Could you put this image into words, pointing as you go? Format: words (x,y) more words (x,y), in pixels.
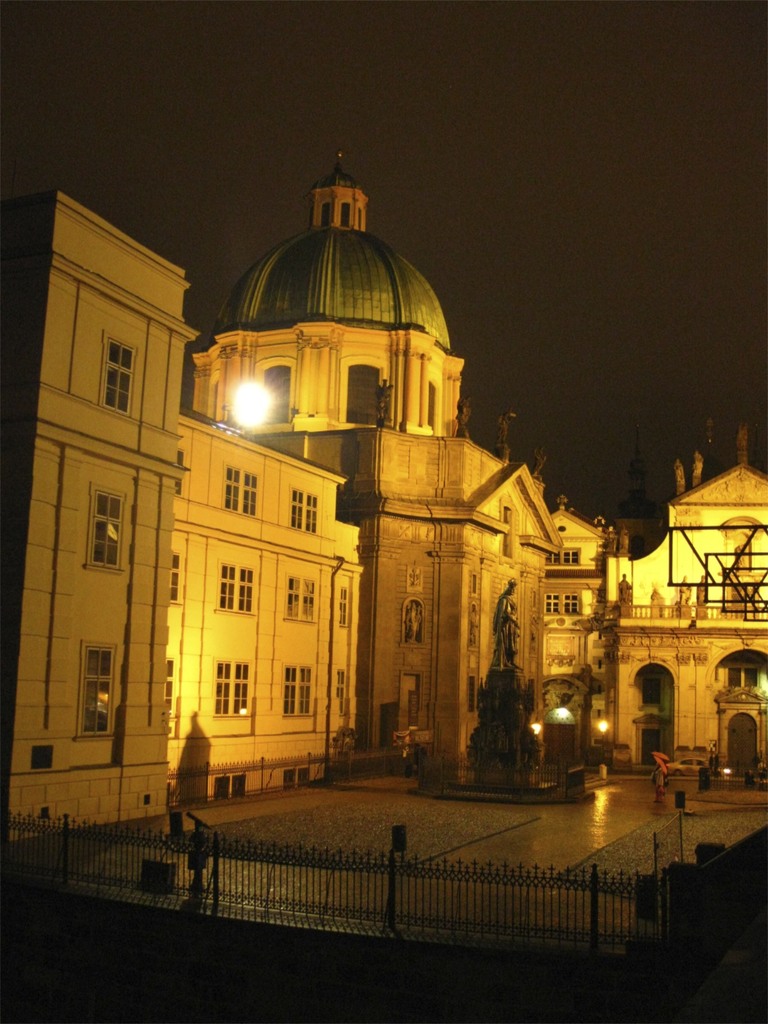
In this image I can see the railing (578,940), background (193,587) I can see the building (370,621) and I can also see few lights (242,410) and the sky (300,129) is in black color.
